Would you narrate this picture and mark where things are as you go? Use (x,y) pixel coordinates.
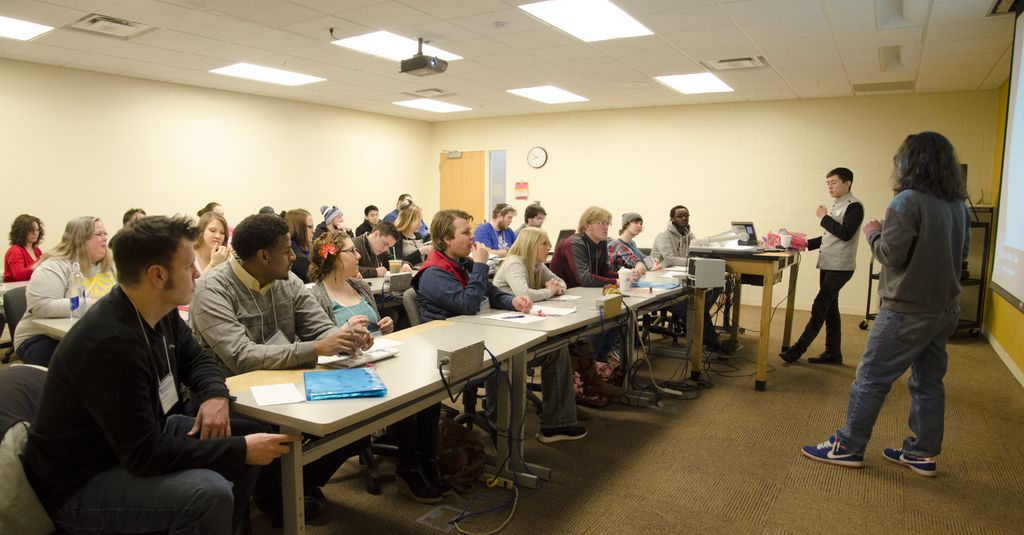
In this image it seems like a classroom (447,439) in which the students (352,278) are sitting on the chair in front of them there is a table (488,332) on which there are papers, books (337,377) and a cup (624,279). In front of them there is a man (819,263) standing who is explaining to the people (330,223) who are sitting. At the top (622,37) there is a projector (408,68), ceiling (284,27) and the light (260,76). To the walls (371,164) there is a clock (533,162).
